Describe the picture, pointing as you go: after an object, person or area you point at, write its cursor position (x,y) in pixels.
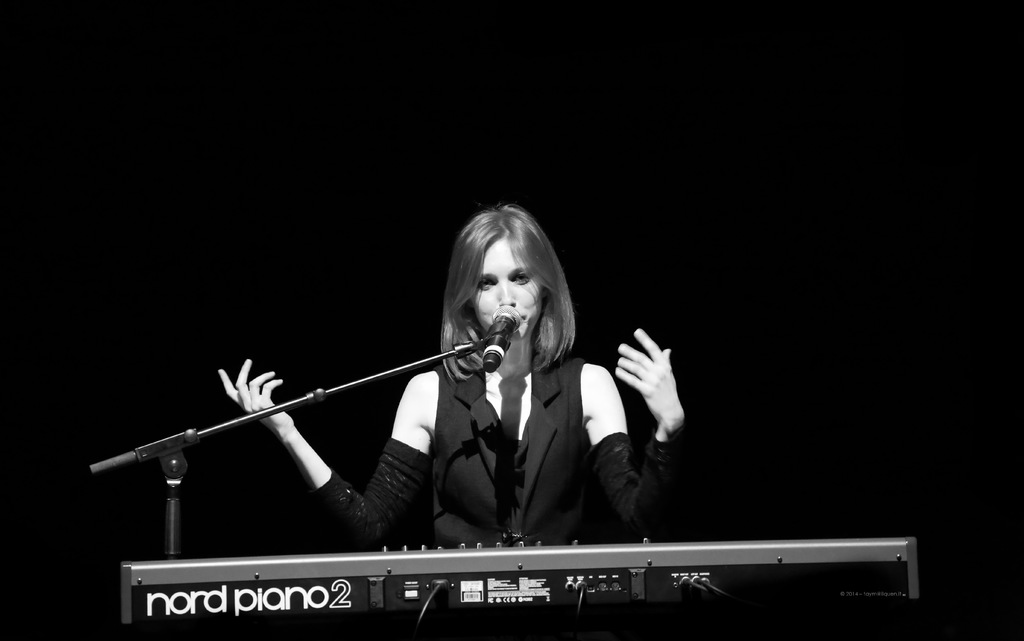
In this picture we can see a woman (488,245) and in front of her we can see a mic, piano (913,563) and in the background (608,266) it is dark.
